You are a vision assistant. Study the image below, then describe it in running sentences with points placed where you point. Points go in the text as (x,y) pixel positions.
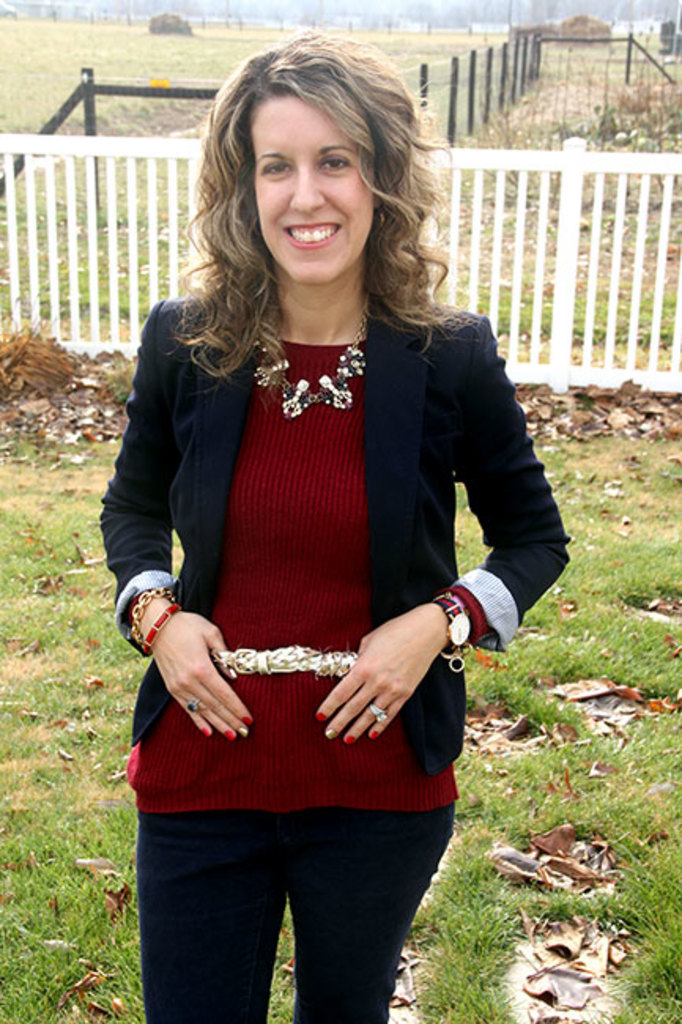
Here I can see a woman (340,507) standing, smiling and giving pose for the picture. At the bottom (590,757), I can see the grass (547,760) and dry leaves (597,835) on the ground (662,721). In the background (576,215) there is a fencing (479,168) and few plants (654,117).
